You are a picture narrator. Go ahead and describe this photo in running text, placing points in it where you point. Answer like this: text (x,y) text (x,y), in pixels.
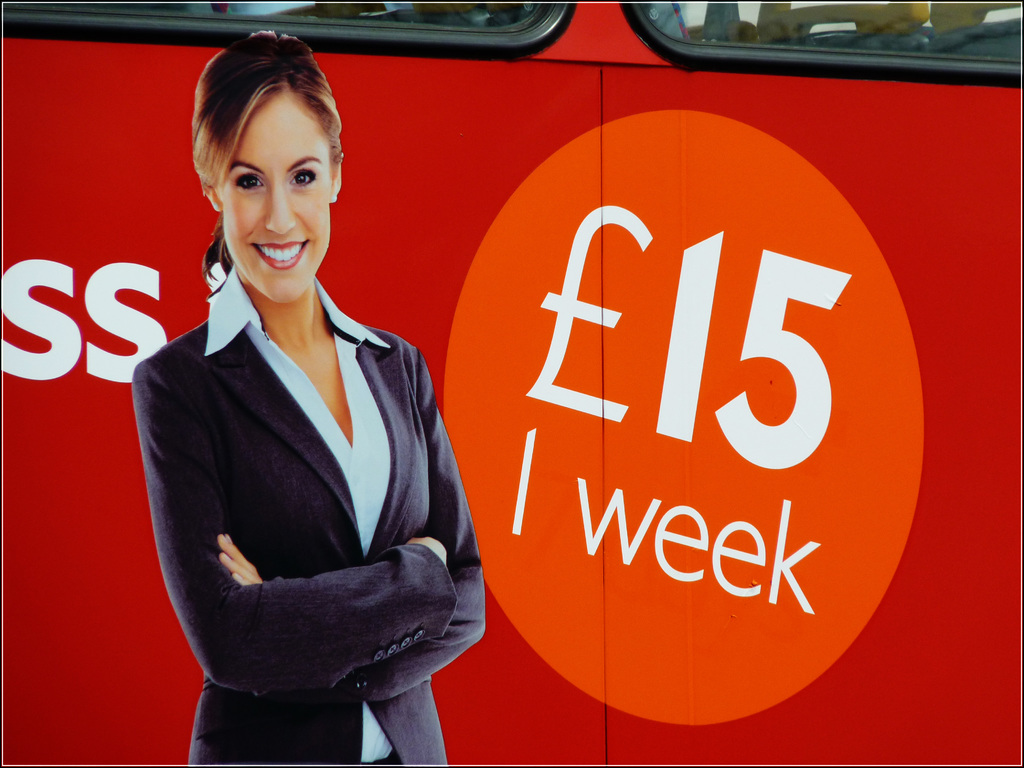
In this image, we can see a lady (252,392) standing and smiling and in the background (391,159), there is a vehicle (734,232).
